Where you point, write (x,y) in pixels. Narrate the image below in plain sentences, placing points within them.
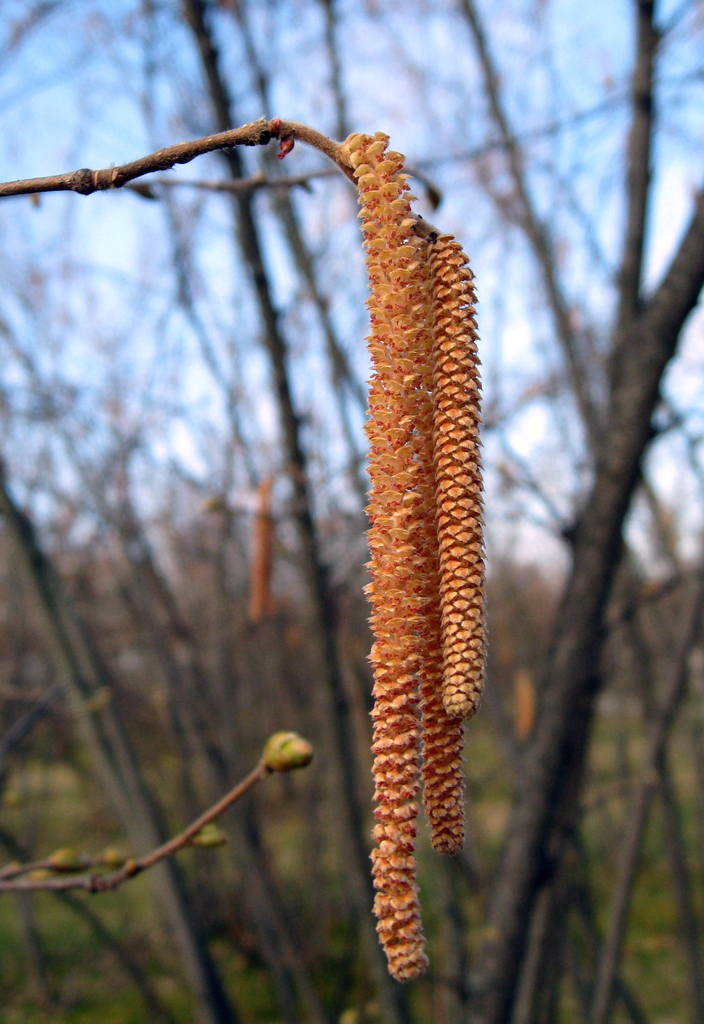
In this image I can see it looks like a flower (398,664). In the background (319,619), I can see the trees (130,560) and the sky (151,274).
